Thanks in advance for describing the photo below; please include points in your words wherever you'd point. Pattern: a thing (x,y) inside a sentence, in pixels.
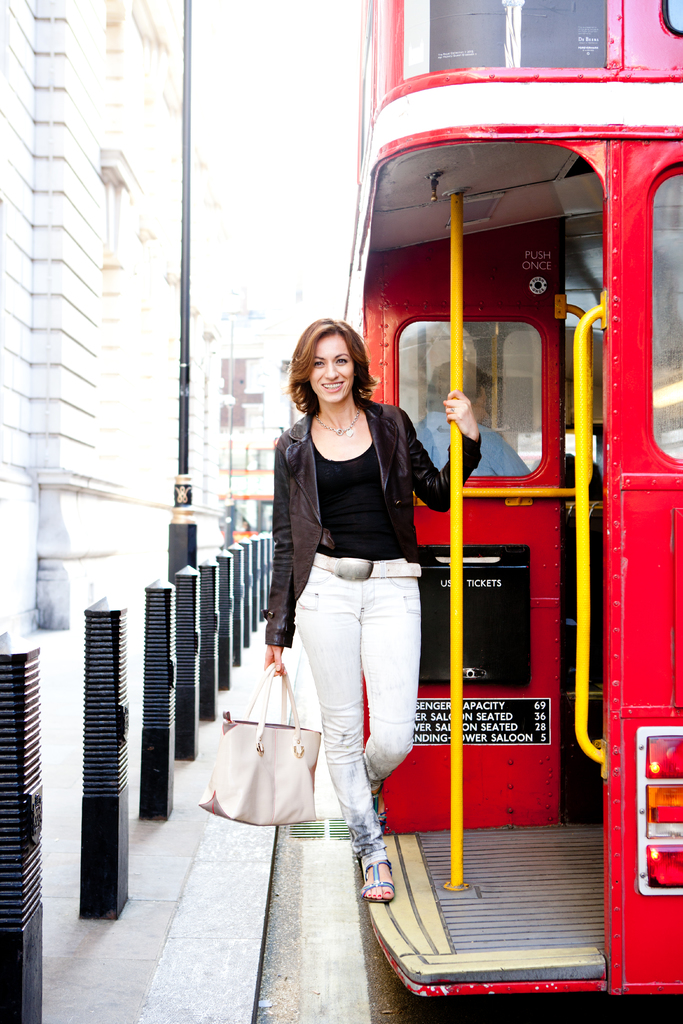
In this image I see a woman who is smiling and standing on the vehicle (651,419) and she is also carrying a handbag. In the background (198,740) I can see few rods (41,994), a pole (188,55) and the building (169,13).
